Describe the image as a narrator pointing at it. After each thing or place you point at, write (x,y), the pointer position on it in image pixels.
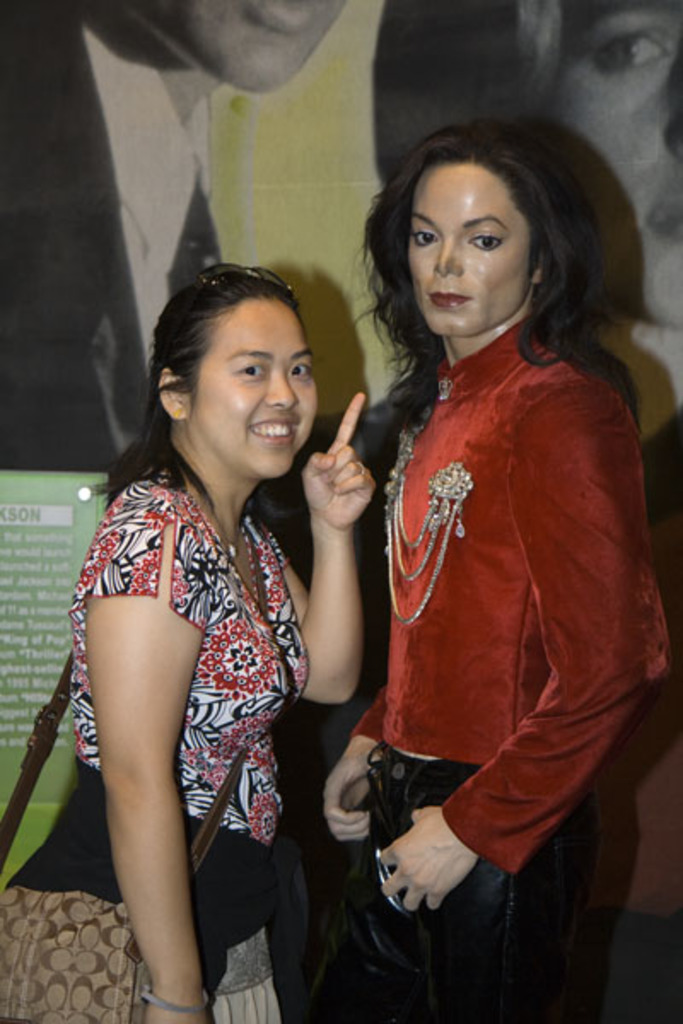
In this image we can see a statue (551,389) and a woman (329,497). She wore a bag (14,999) and she is smiling. In the background (202,104) we can see pictures (388,69) of people (52,160) and a board (11,494).
